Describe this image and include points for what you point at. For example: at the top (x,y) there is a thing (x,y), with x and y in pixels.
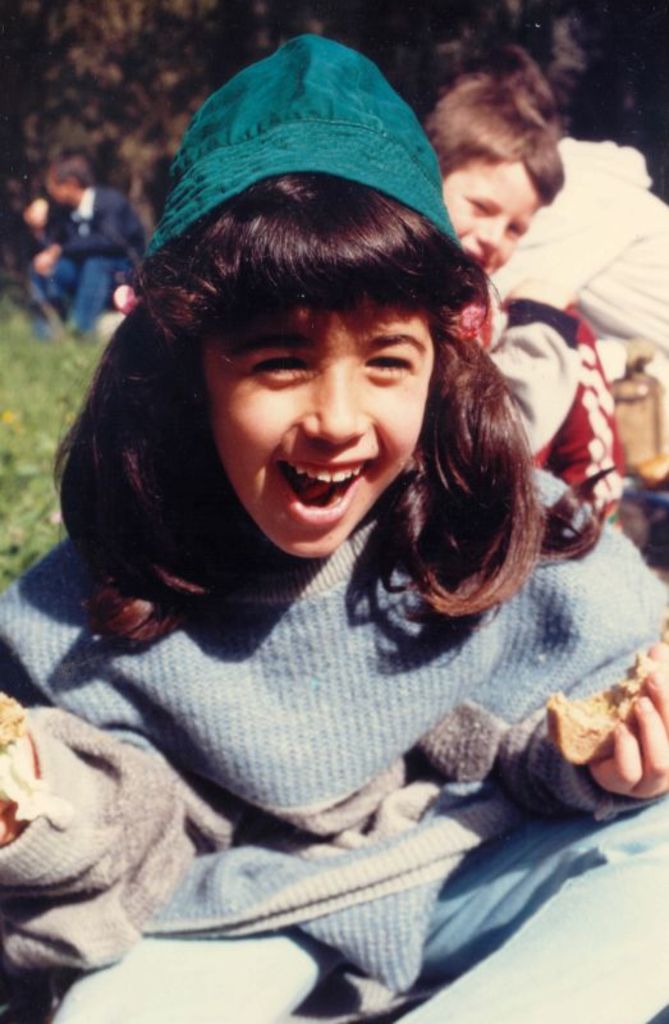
In this image we can see a small girl (320,753) wearing blue color sweater (323,662) and green cap (367,139), Holding a brown bread (583,724) in the hand (615,750), sitting in the ground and smiling in the image. Behind we can see a boy (475,226) sitting and giving a smile. In the background (102,278) we can see a man (86,293) wearing a blue t-shirt (69,241) and jeans (83,285) eating something.
